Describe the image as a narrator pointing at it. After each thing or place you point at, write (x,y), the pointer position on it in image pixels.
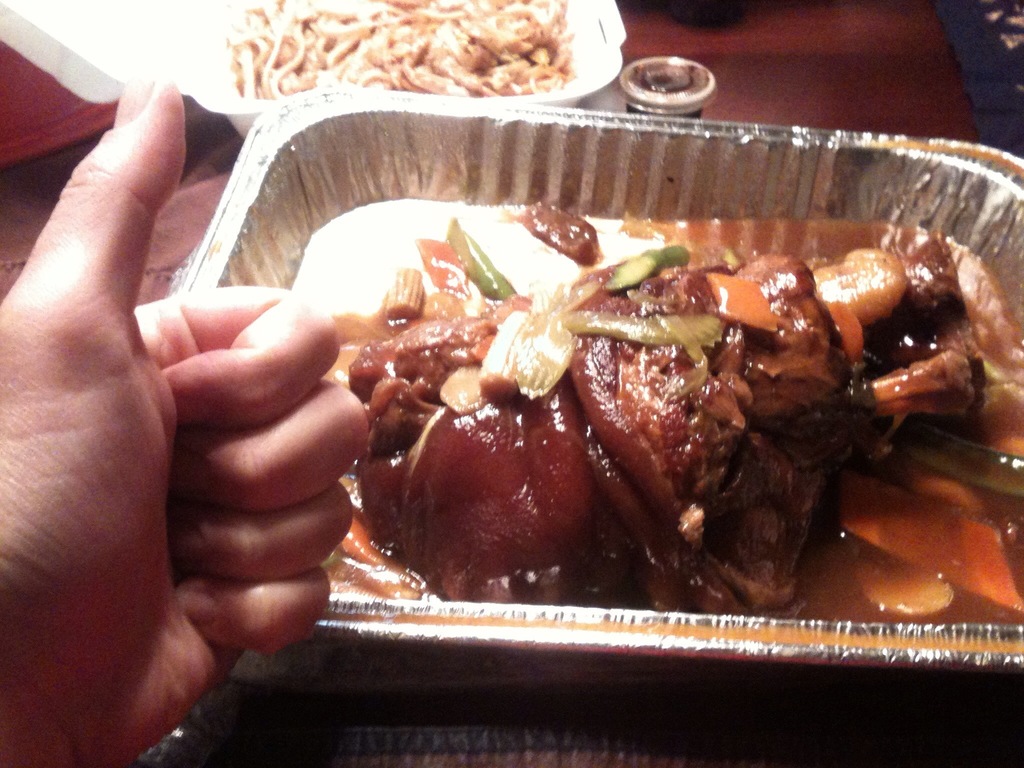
In this picture we can see the food (755,541) in the aluminium foil container (363,184), is placed on the table top (675,667). On the left corner (37,386) there is a hand (197,564).
